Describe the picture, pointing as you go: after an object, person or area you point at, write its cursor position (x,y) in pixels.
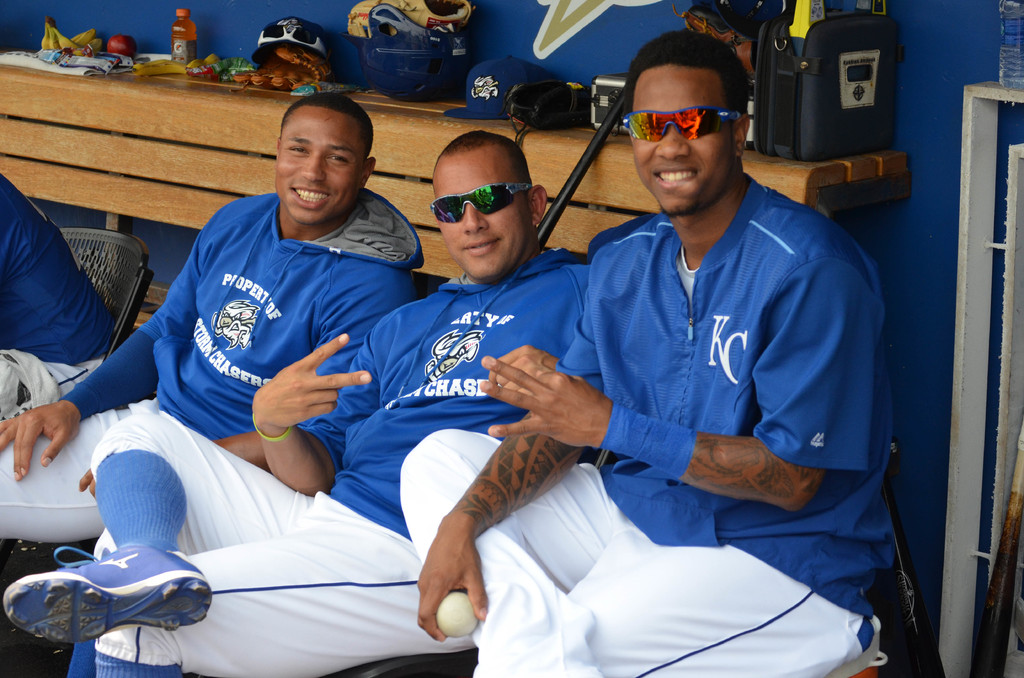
Here we can see three men (375,463) sitting on the chair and among them a person (700,370) on the right (755,367) is holding a ball (471,617) in his hand (462,583). In the background (64,262) there is a person (52,267) sitting on the chair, on the table (86,81) we can see bananas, fruits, bottles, helmet (395,57), cap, glove (361,28) and some other items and on the right (991,227) there is a water bottle (1008,57) on a stand (952,586) and we can also see bats (993,652) here.
